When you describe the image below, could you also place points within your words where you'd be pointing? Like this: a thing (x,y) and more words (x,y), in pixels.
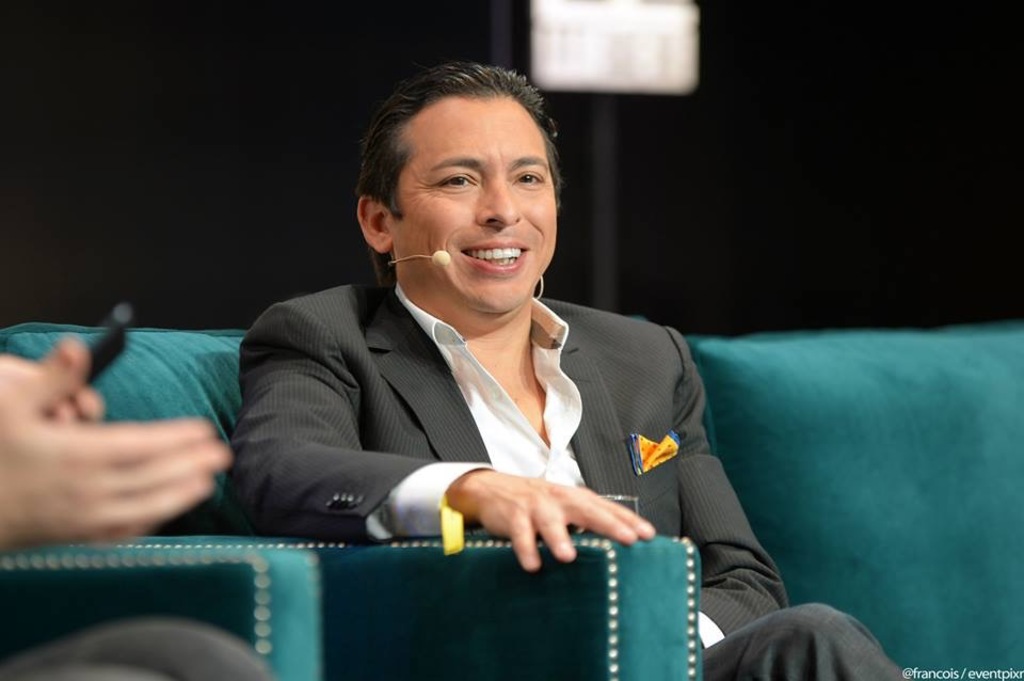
In this image I can see two persons (355,421) are sitting on the sofa (547,581). In the background (817,263) I can see dark color. This image is taken may be in a hall (726,75).
